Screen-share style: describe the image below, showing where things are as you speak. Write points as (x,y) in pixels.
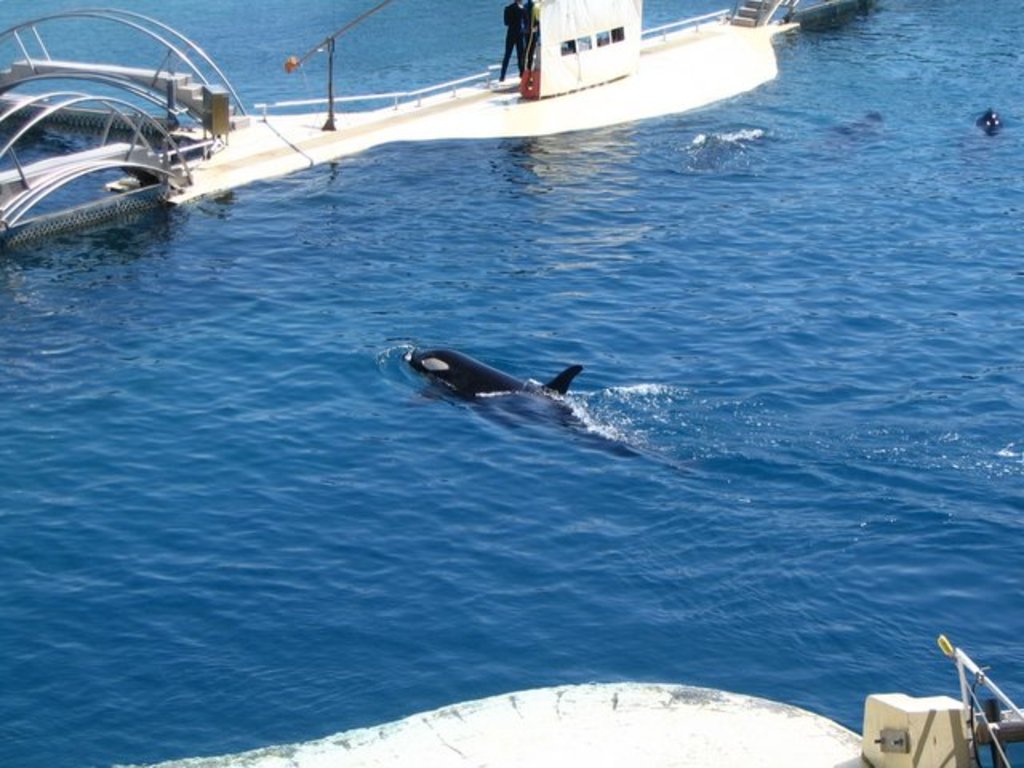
In this picture, we see the whales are swimming in the water (655,381) and this water (592,330) might be in the sea (600,389). At the bottom (692,719), we see an object (841,729) in white color. At the top (560,104), we see two people (521,56) are standing and it looks like a bridge (340,130).
